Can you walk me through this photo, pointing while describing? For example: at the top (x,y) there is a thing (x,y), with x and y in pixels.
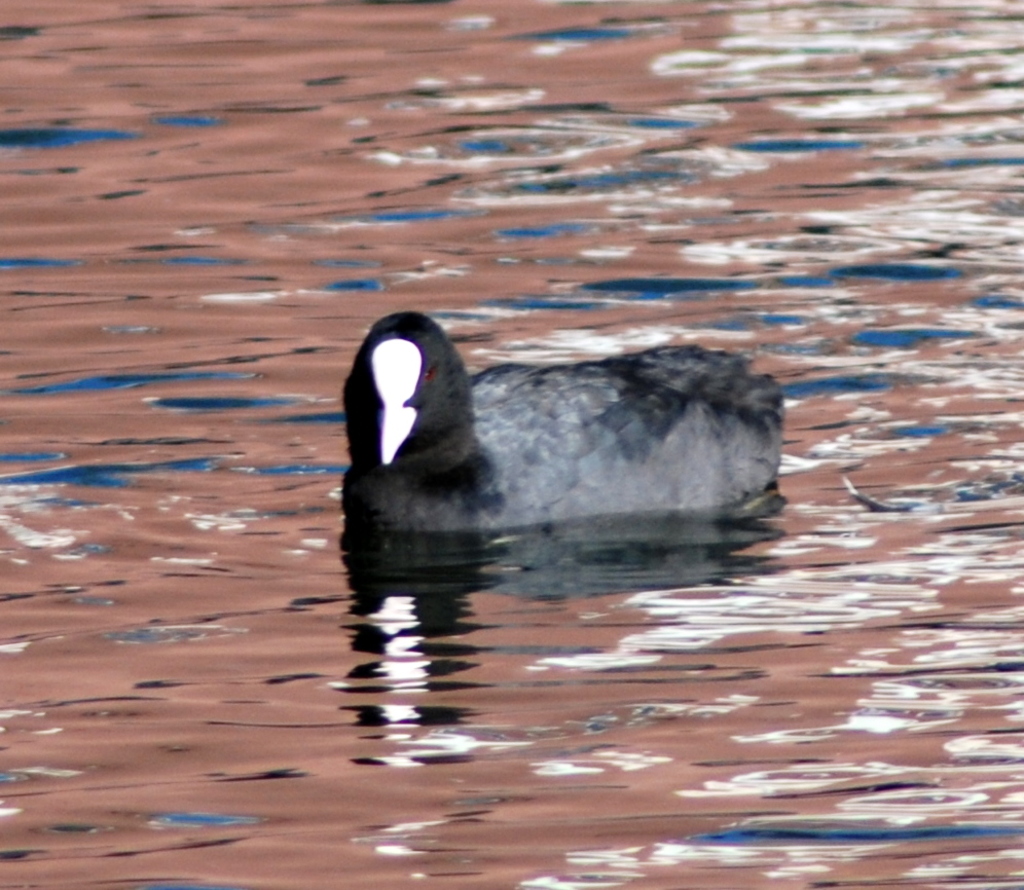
In this image, we can see a bird (547,417) on the surface of the water (520,196).
